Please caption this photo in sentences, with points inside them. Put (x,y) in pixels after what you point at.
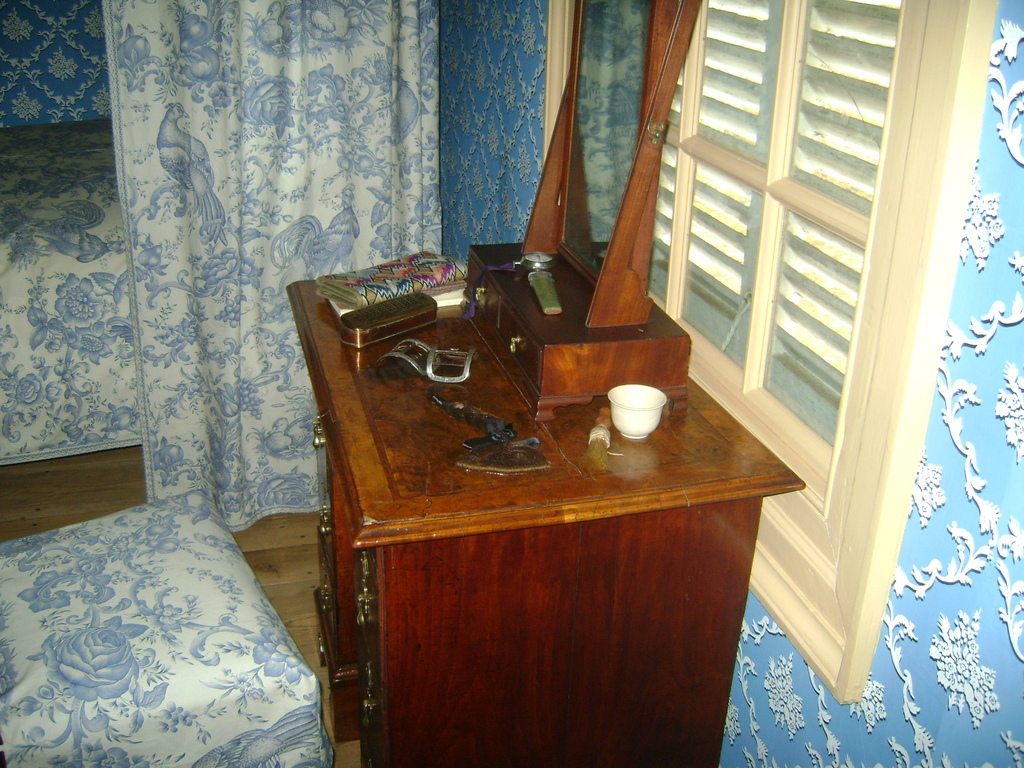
In this image in front (642,589) there is a wooden table (426,508) and on top of it there are few objects (518,464). Behind the table (569,440) there is a window (699,180). In front of the table (559,448) there is a pillow (123,640). On the backside of the image (72,268) there is a bed (58,375). There are curtains (263,348). In the background of the image (469,113) there is a wall (490,146). At the bottom of the image (24,518) there is a floor (75,487).
